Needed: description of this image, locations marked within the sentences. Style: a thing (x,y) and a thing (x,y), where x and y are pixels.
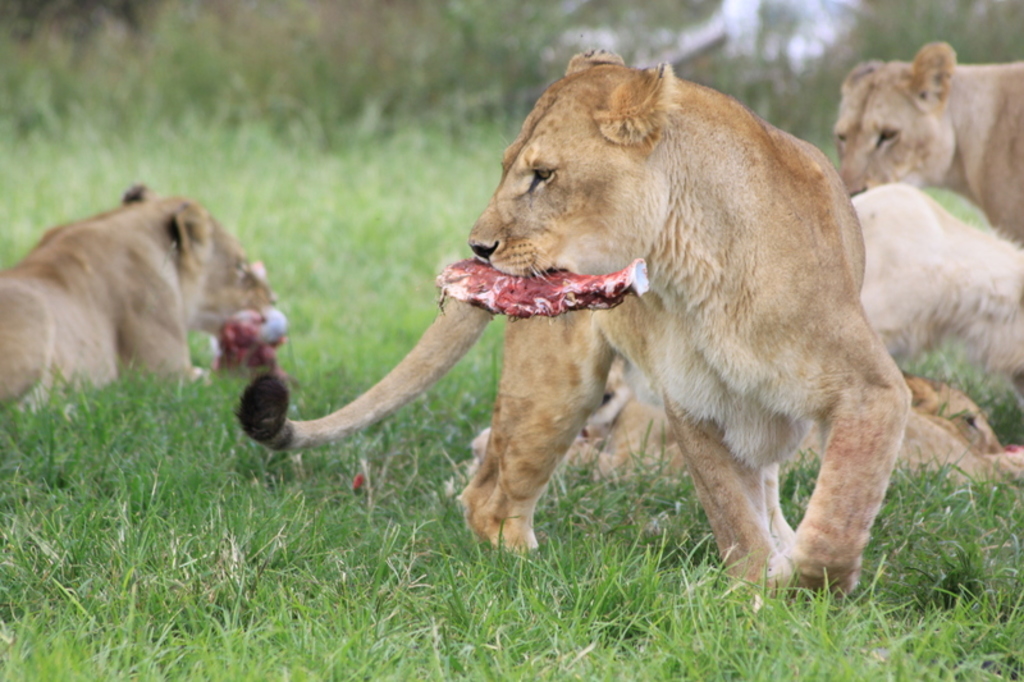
In this image I can see number of animals (567,175). Also I can see ground (445,641) with grass (334,314).
